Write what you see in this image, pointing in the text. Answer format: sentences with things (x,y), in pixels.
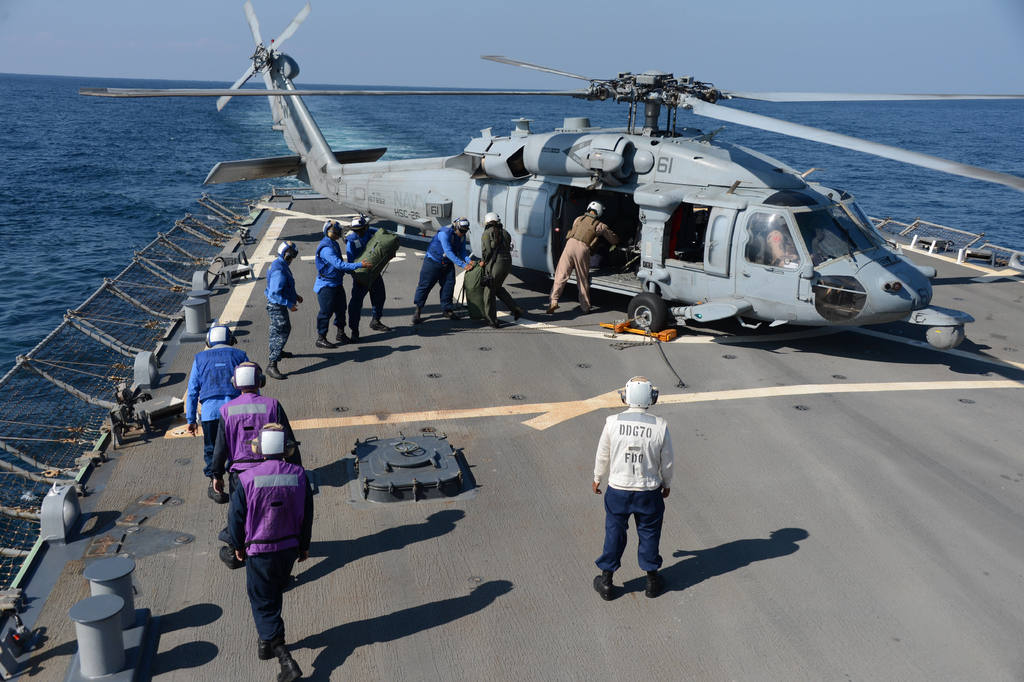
In this image I can see group of people (619,509) standing. In front (646,505) the person (633,509) is wearing white and blue color dress (646,488) and I can also see an aircraft (599,92). In the background (115,125) I can see the water (112,197) in blue color and the sky (500,39) is in blue color.
